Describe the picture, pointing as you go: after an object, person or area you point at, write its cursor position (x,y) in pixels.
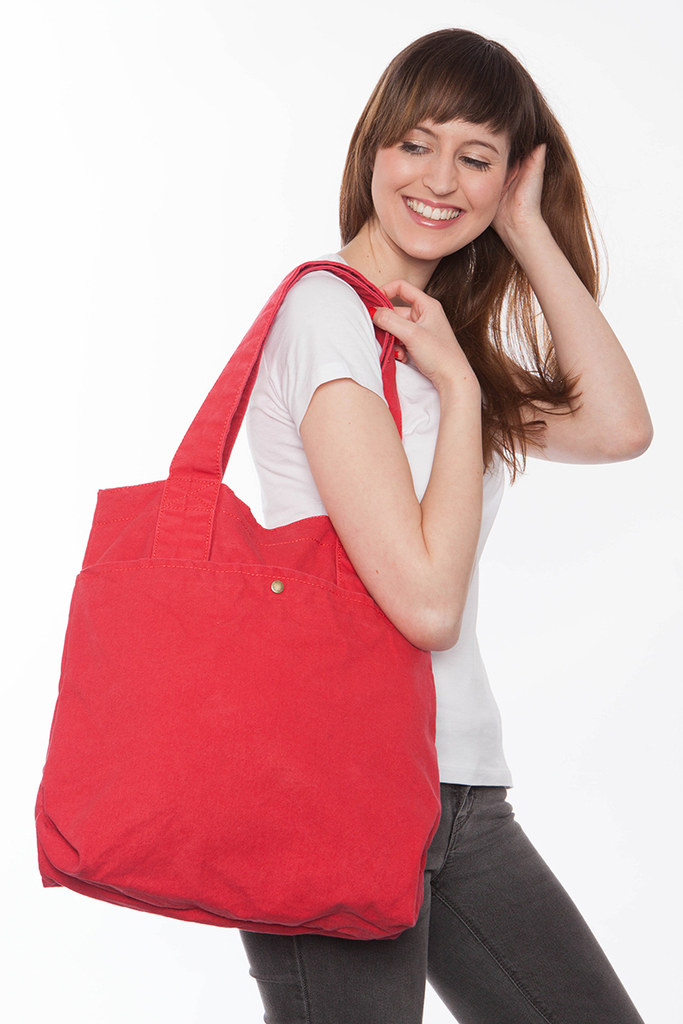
In this image I can see a person (410,215) smiling and holding the bag (325,796).
